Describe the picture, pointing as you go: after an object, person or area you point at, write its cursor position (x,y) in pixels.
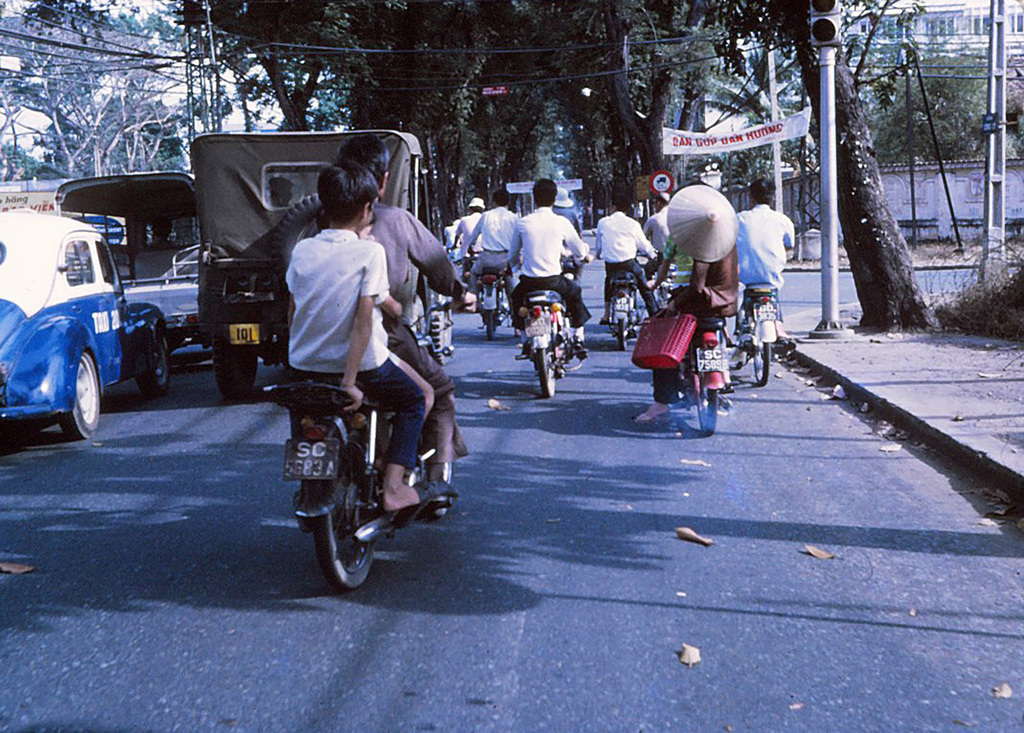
In this image we can see people (634,250) riding bikes (523,317). There are cars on the road (619,574). In the background of the image (595,178) there are trees (752,99), traffic signal (821,126). There is a banner (763,134) with some text (702,137).
